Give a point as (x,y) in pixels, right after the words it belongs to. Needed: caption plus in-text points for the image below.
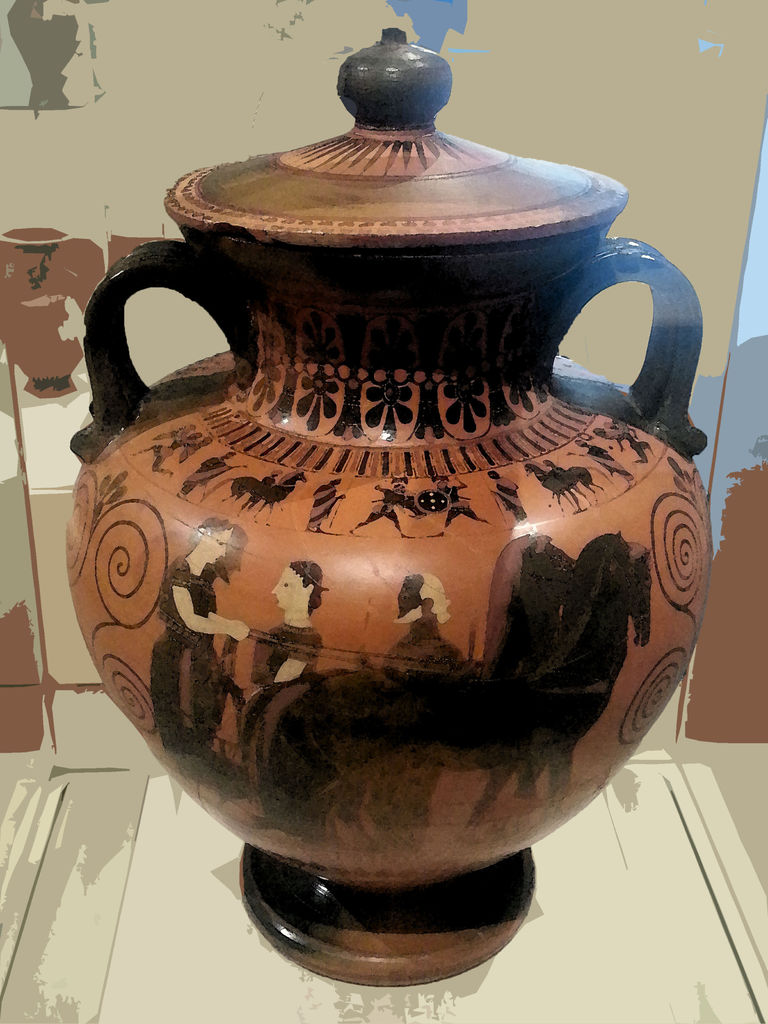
In this image I can see a vase (374,582) with a lid (407,194) on it. On this there are few paintings (204,639). In the background (169,137) there is a wall (610,70).
